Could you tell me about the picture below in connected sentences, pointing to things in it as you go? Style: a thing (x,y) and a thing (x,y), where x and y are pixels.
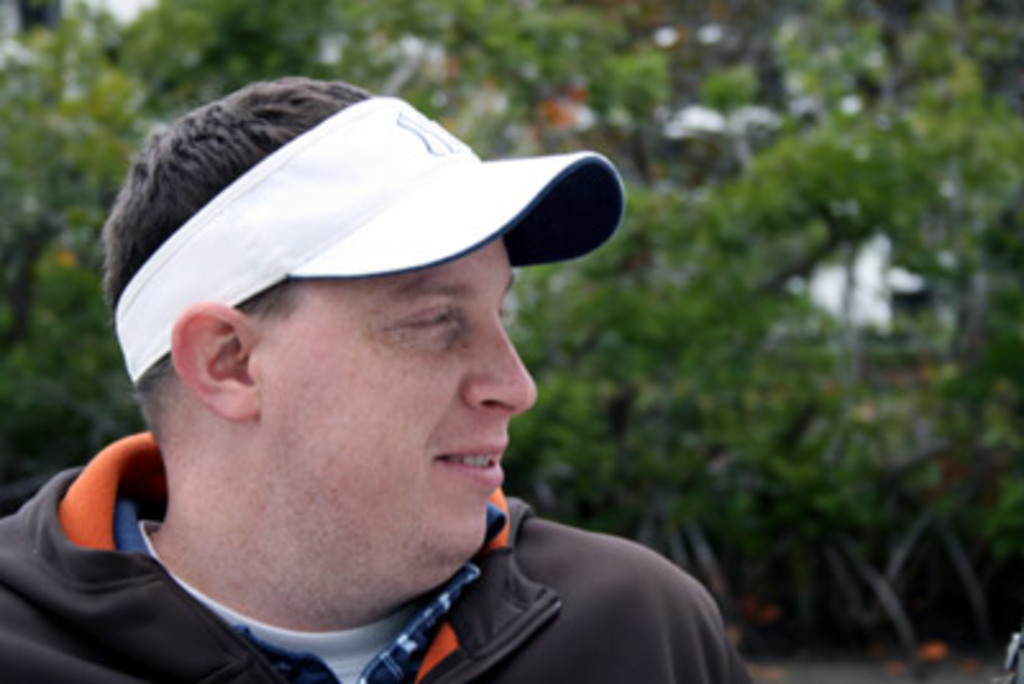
In the picture we can see a man (644,643) standing and looking aside and he is wearing a brown jacket (590,643) and a cap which is white in color and behind him we can see trees (733,485).
